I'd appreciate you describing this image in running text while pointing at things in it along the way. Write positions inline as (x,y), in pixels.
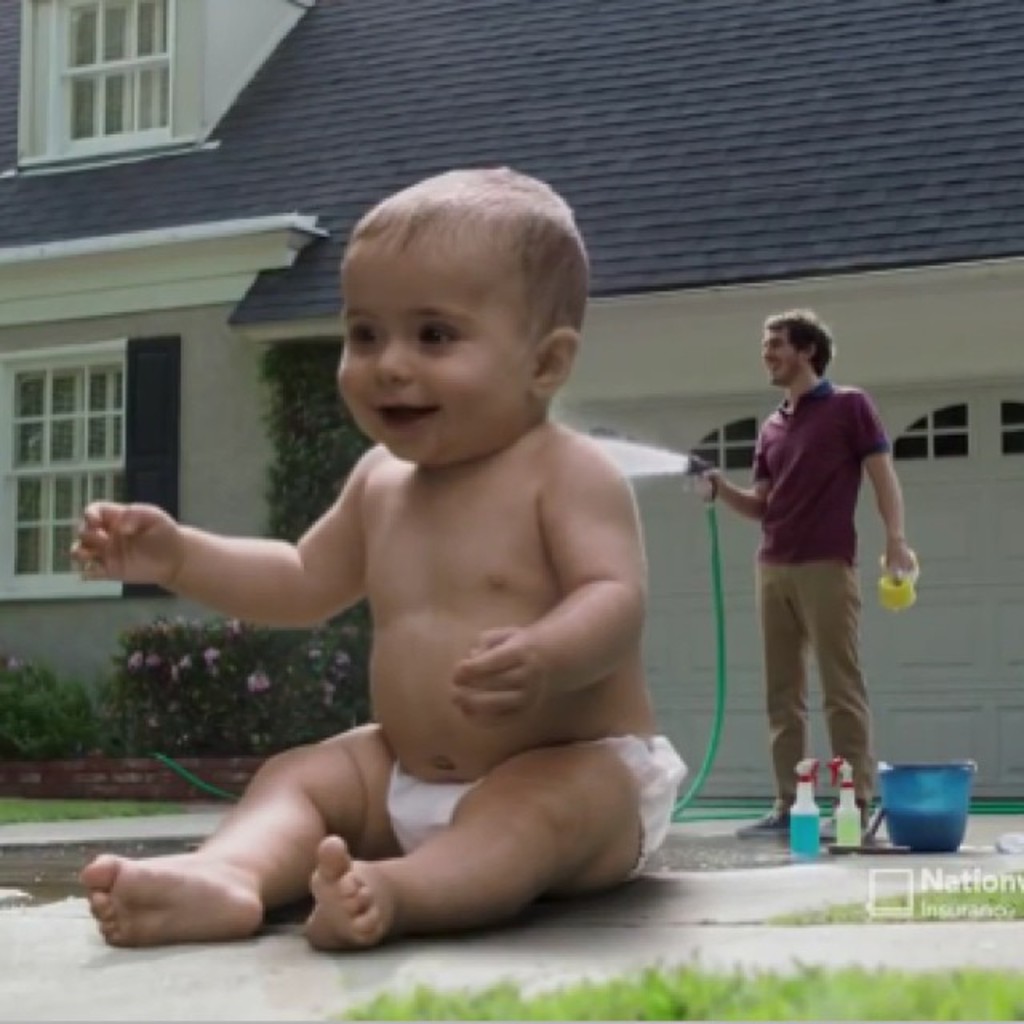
In this picture we can see a small baby (582,582) sitting in the front (483,915) and smiling. Behind we can see the man (770,505) with water pipe (710,526). In the background (622,297) there is a building (465,148) with grey color roof tiles (779,106).
